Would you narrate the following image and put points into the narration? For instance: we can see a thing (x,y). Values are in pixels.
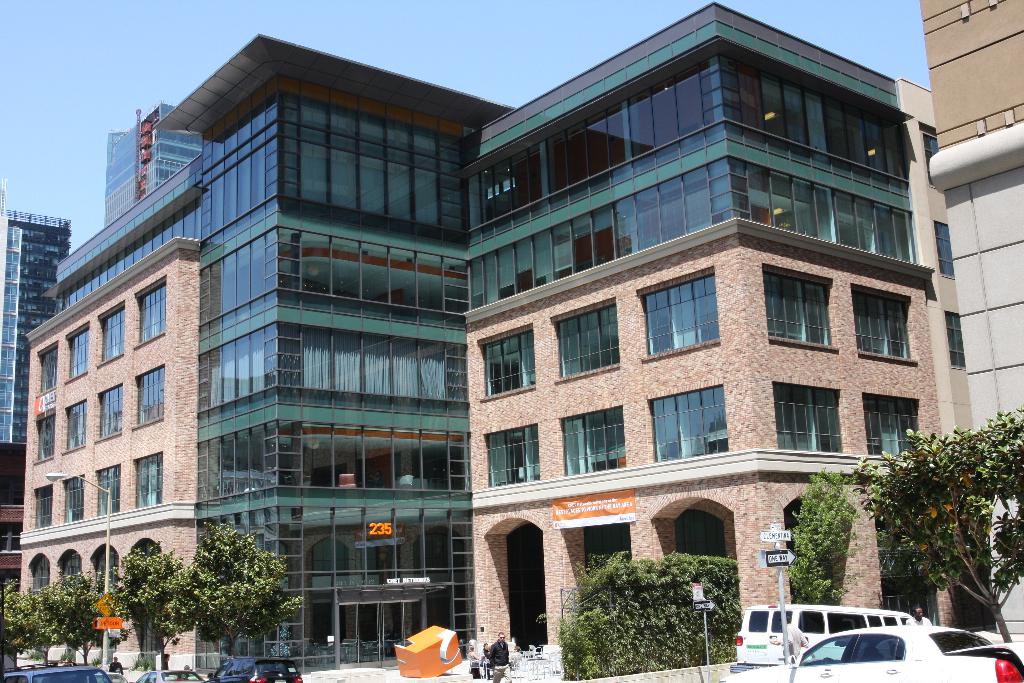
There are people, trees (245,608), vehicles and poles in the foreground area of the image (612,611), there are buildings (599,234) and the sky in the background (727,166).
